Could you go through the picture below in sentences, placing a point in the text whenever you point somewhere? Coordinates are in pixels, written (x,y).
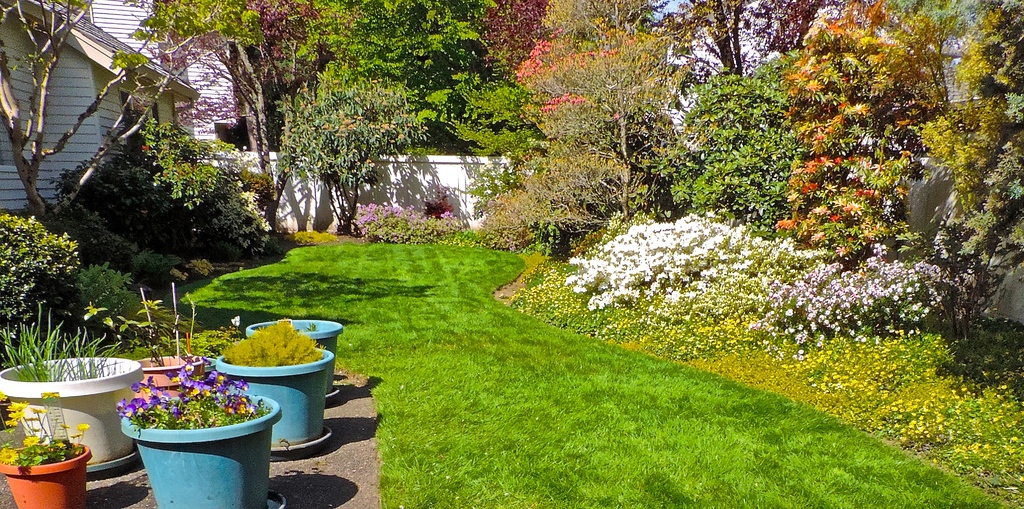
In this image in the foreground (271,481) there are some flower pots (192,489), plants (187,425). At the bottom (485,407) there is grass (738,399) and on the right side (874,294) and left side (15,250) there are some trees (327,173), plants (668,232), flowers (905,315), buildings (73,100) and in the center (422,173) there is a wall (397,173).
